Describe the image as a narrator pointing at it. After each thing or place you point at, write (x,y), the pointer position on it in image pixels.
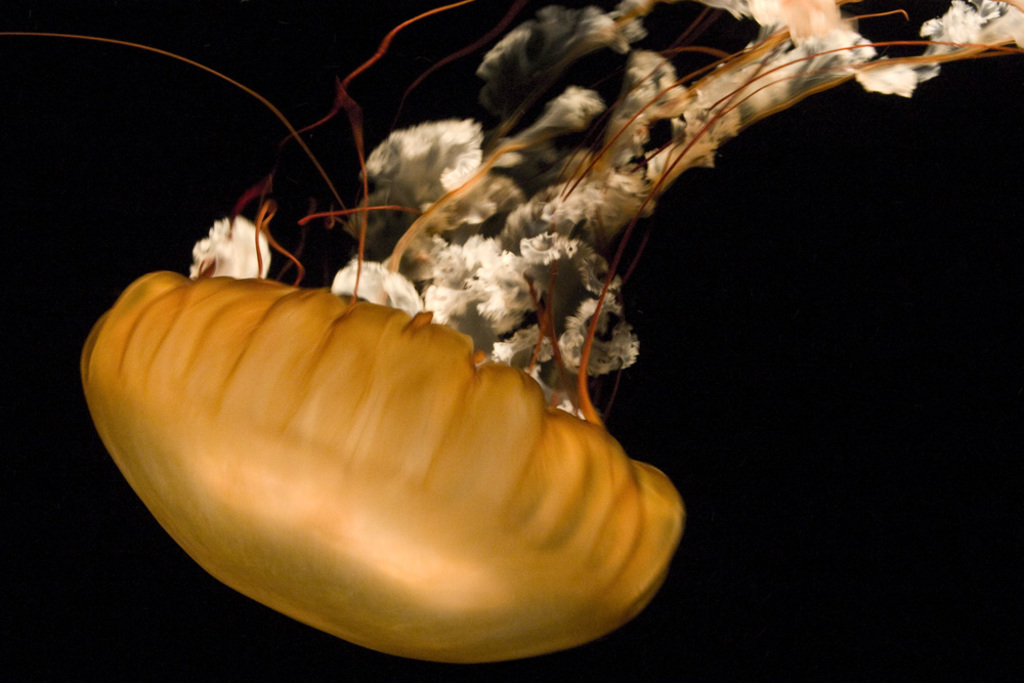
In the foreground of this image (469,463), there is a jellyfish (389,487) and there is a black background (733,404).
